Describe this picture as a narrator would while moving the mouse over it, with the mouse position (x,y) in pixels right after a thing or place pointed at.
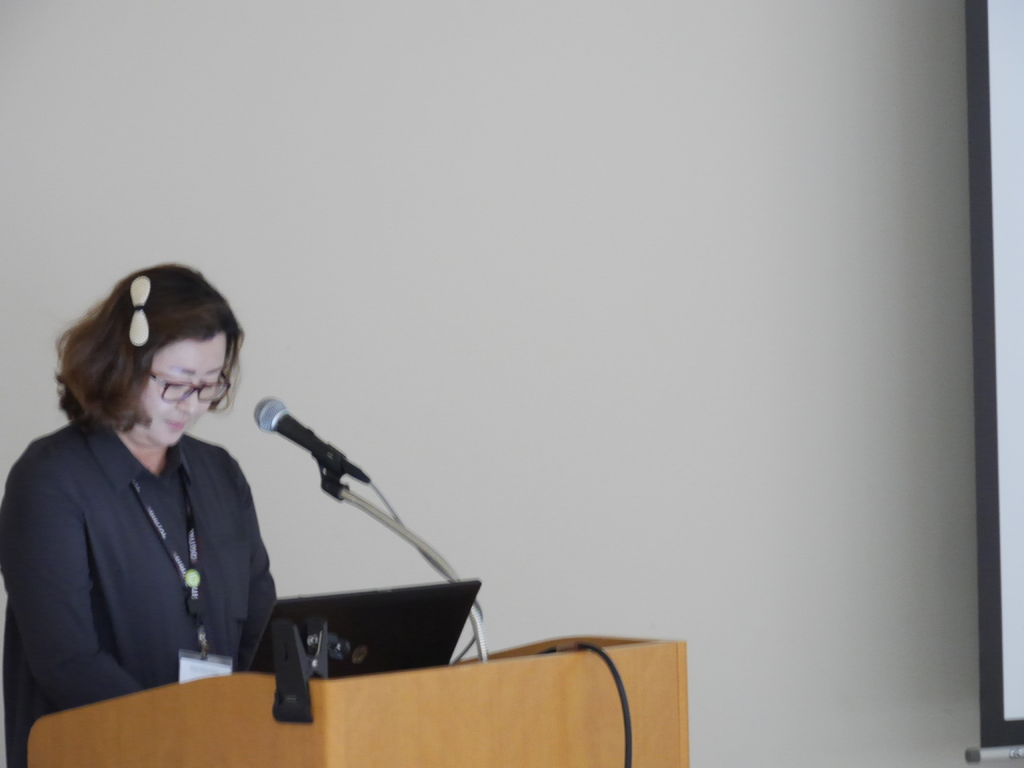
In this image I can see a person (170,529) is standing in front of the podium (574,671). I can see the laptop (372,596), mic (307,447) and stand (478,610) on the podium (587,671). Back I can see the white wall (543,340) and the projection-screen (984,147).
